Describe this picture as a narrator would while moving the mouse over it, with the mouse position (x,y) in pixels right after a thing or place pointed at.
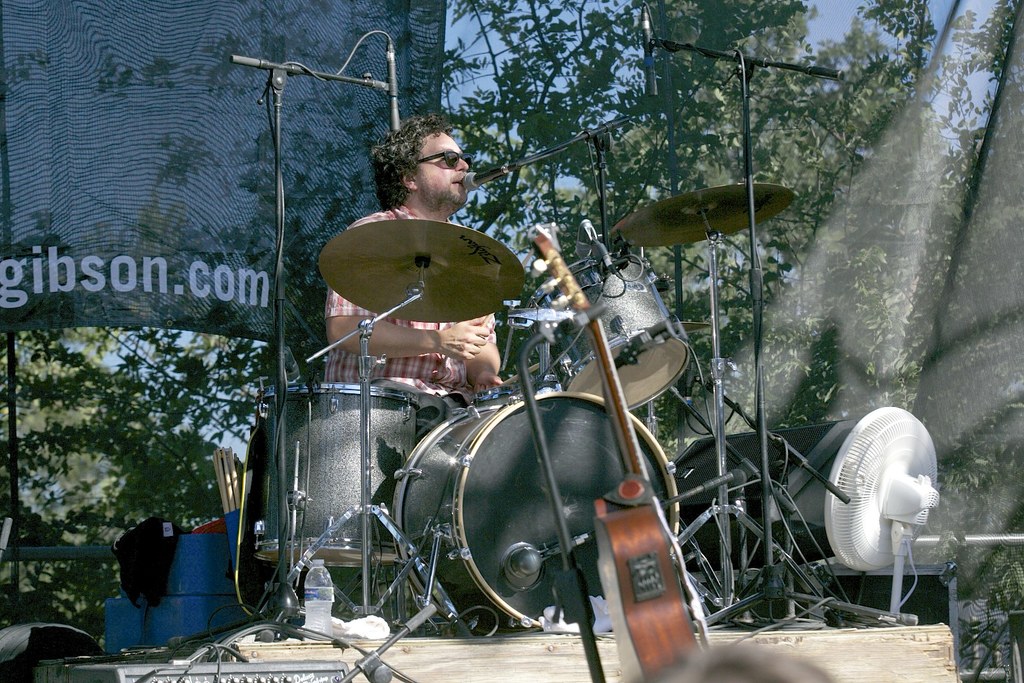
In this image there is a man (492,365) in the middle (453,357). In front of him there is a mic (469,189) and a band (493,391) which contains drums (452,485), musical plates (487,297). At the bottom (873,490) there is a fan (905,498). In the middle (623,404) there is a guitar (616,512). On the left side (231,680) bottom there are speakers (228,665). Beside the speakers (257,669) there is a bottle (320,616). In the background (215,129) there is a banner (169,113). Beside the banner (76,122) there are trees (573,63). At the bottom (189,562) there are sticks (223,481) and boxes (193,573).
